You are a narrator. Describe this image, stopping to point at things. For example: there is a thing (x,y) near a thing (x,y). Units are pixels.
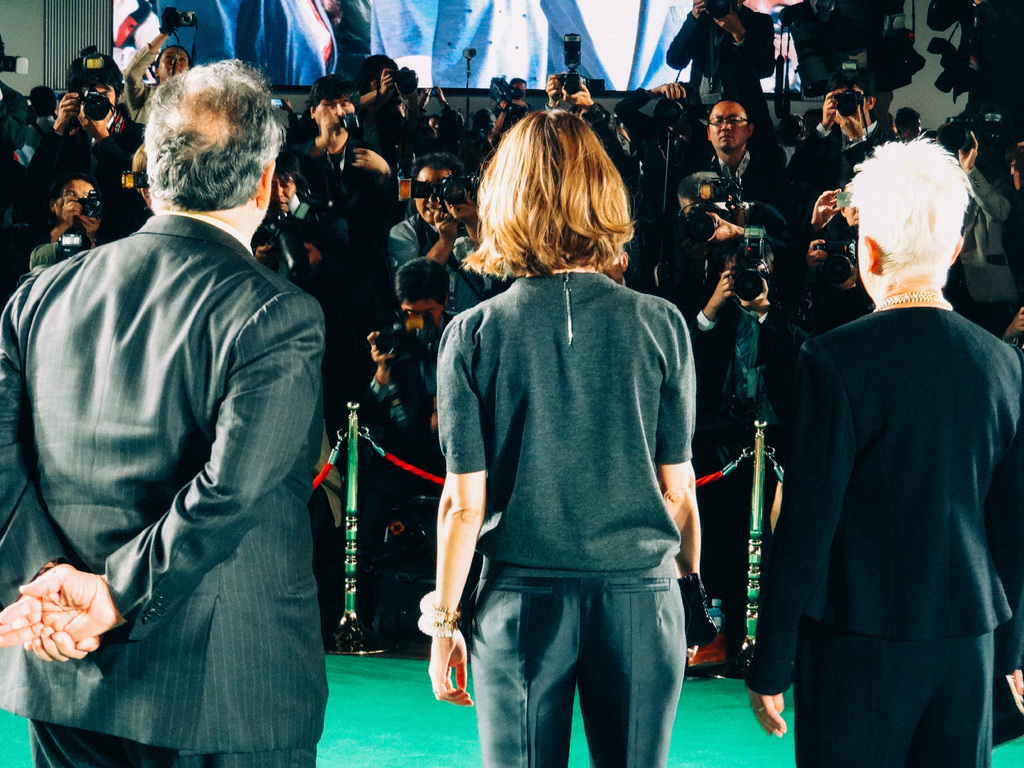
In the image there is an old man (242,203) in suit (234,434) and two women (579,434) in black dress (626,724) standing on the green carpet (718,730) and in the back (352,143) there are many people (352,188) taking pictures of them in the camera (755,297) in front of the fence (746,454) and over the whole background (397,21) there is a screen (466,23).
